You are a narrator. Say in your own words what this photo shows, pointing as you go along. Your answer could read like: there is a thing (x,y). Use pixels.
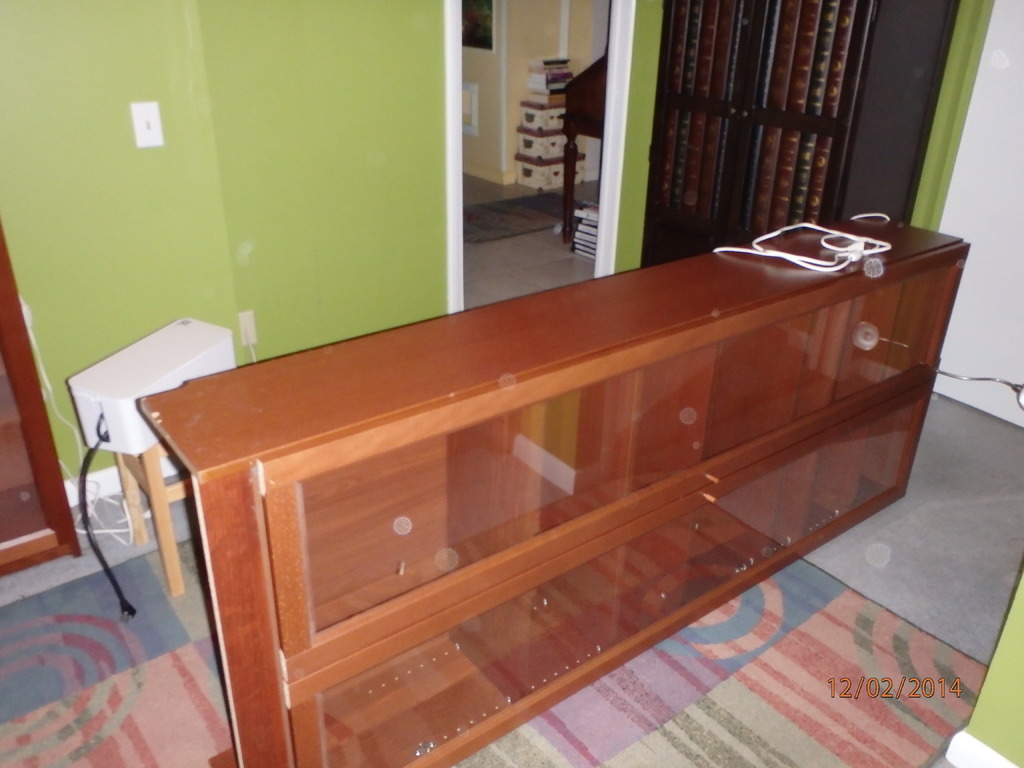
In this picture we can see a wooden cupboard (316,482) with the glass doors (638,461). Behind the cupboard (730,290) there is a table (153,495), some objects (190,348) and a wall (276,284). On the image there is a watermark (877,677).
